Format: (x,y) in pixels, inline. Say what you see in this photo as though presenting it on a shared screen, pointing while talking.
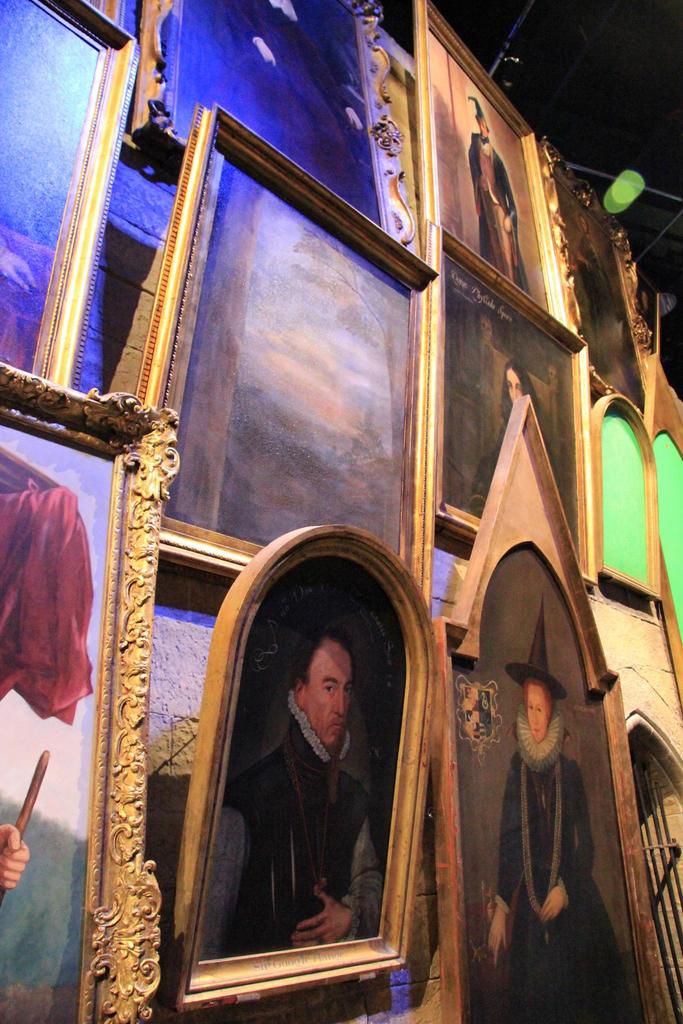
The picture consists of many frames (283,437) hung to the wall (180,673).
